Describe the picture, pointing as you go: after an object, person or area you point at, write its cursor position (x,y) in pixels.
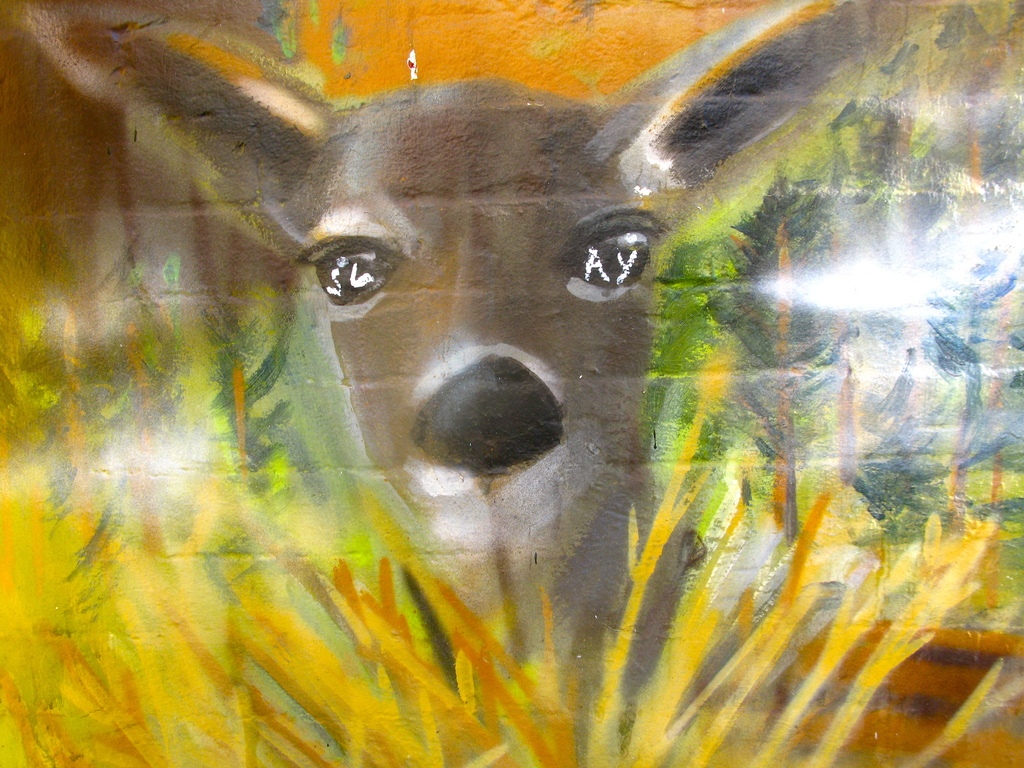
In this image there is a painting (595,346) of deer (373,383) and trees (1023,150) on the wall (525,296).
